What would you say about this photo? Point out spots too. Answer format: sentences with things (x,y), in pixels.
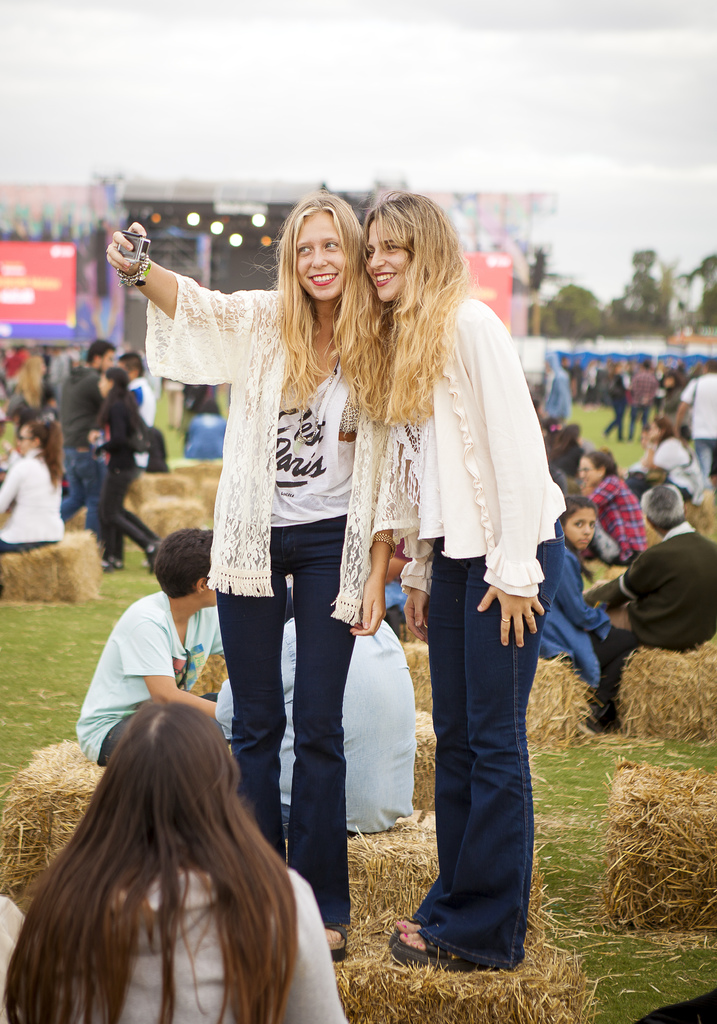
The pictures is clicked in a field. In the foreground of the picture (420,835) there are people (514,741), dry grass (686,881), grass (3,635). In the background (504,248) there are people (713,408), tents (557,352), lights (238,244), banners (67,275), and trees (668,317). Sky (547,99) is cloudy.
